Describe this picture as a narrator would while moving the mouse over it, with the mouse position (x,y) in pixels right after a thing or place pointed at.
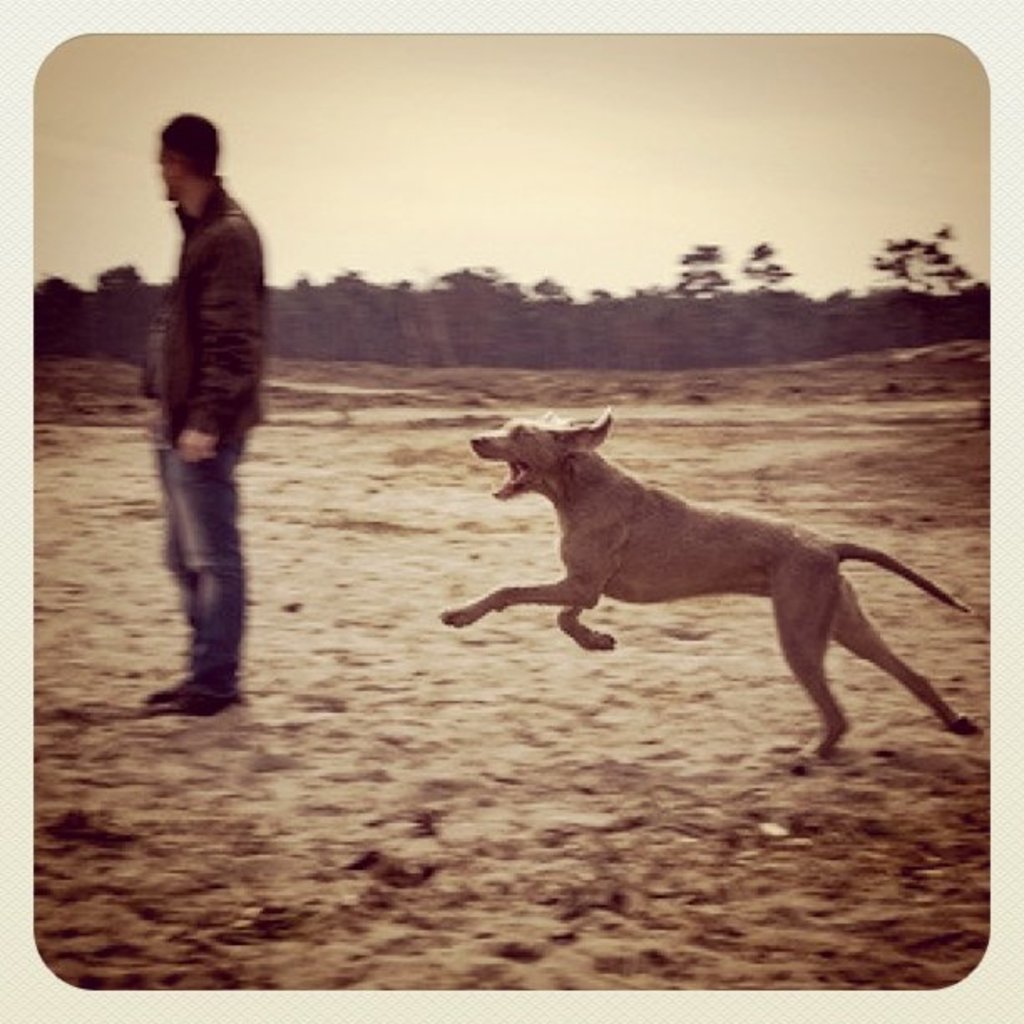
In this picture we can see a man (220,307) and a dog (630,541), in the background (731,341) we can find few trees (725,326).
